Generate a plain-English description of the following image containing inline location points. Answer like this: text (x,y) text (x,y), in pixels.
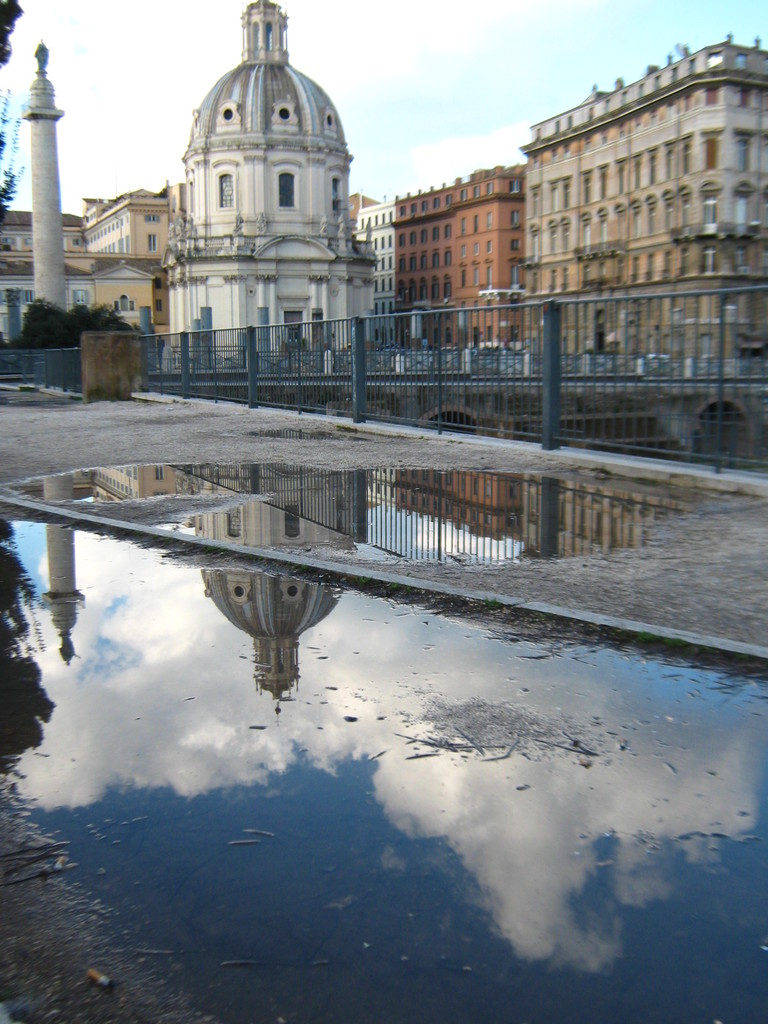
The picture is clicked outside a house (695,322). In the foreground of the picture (436,374) there are plants (45,335) railing (58,377) and water (315,631). In the center of the picture (401,342) there are buildings (483,197). Sky (105,56) is bit cloudy.
